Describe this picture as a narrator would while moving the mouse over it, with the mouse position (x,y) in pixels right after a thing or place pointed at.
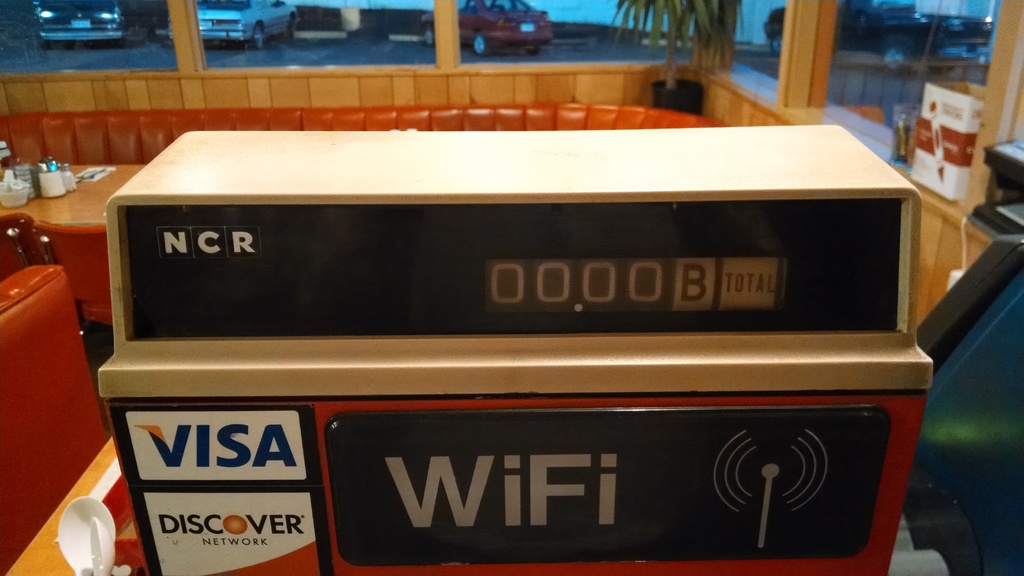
In this image we can see a device (650,543) with some text (447,469), some spoons (93,569) and a tray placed on the surface (81,573). On the left side of the image (43,175) we can see some bowls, bottles (57,175) and some objects (61,188) placed on a table (94,203), we can also see some chairs (101,233). On the right side of the image (1008,311) we can see a device (996,233), cardboard box (928,167) and a container (901,129) placed on the surface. At the top of the image (215,18) we can see some vehicles (509,41) parked on the ground (599,37) and some plants (702,26).
